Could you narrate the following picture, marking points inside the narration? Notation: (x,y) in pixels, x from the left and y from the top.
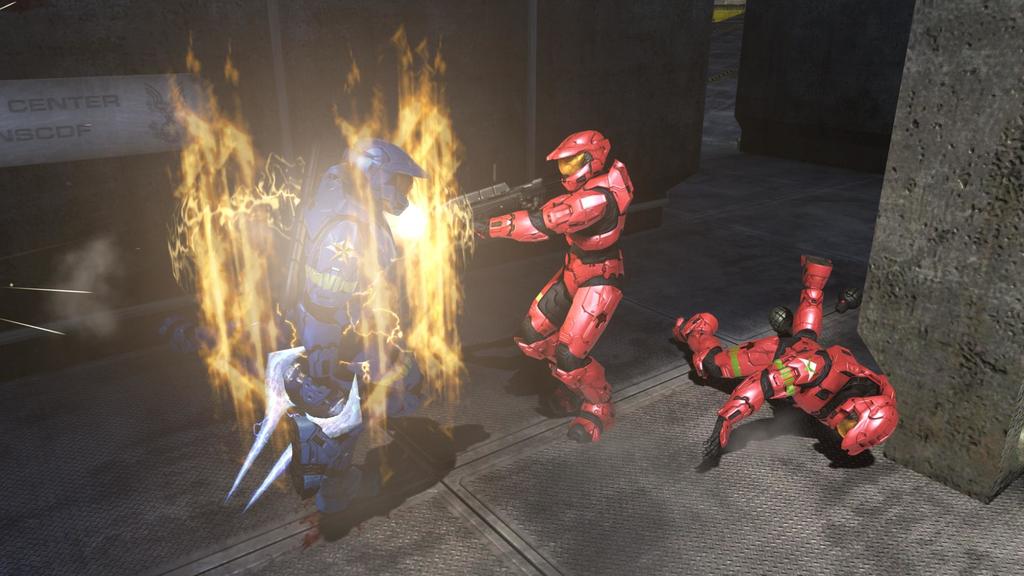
In the center of the image (584,382) we can see three robots (757,395), which are in red and blue color. Among them, we can see two robots (405,348) are holding some objects (279,358). And we can see the fire (441,332), one pillar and a few other objects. In the background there is a wall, screen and a few other objects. On the screen (80,108), we can see some text (80,108).
